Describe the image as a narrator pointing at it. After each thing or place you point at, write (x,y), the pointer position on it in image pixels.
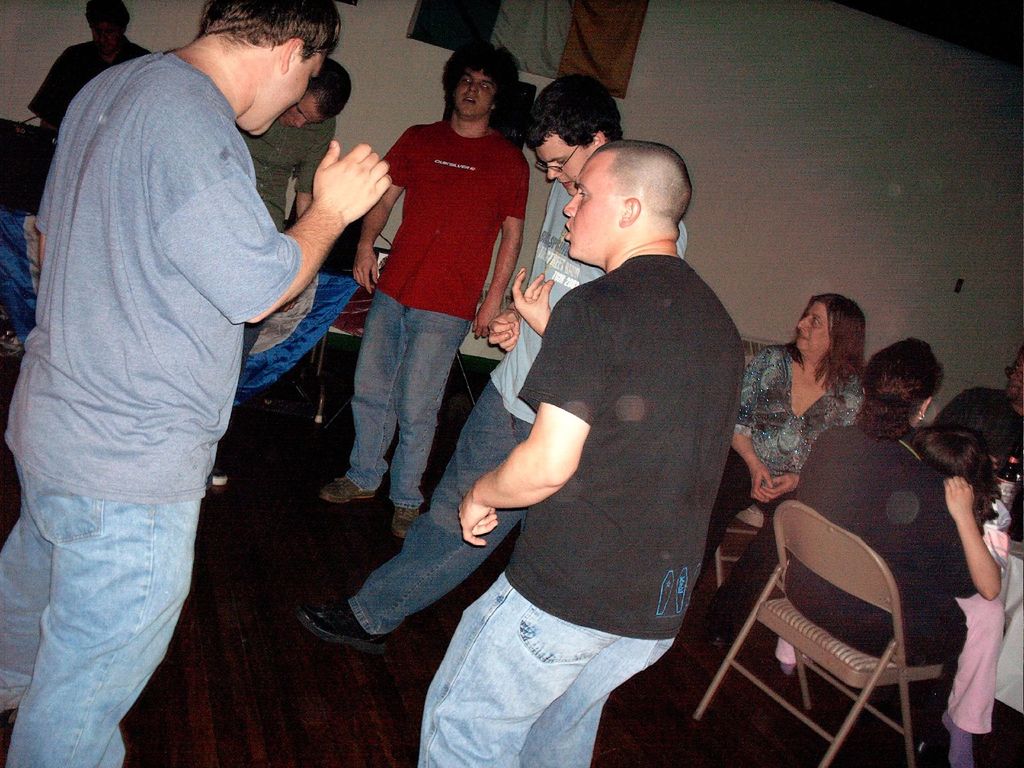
Here we can see some persons (500,277) are standing on the floor (328,561). There are two persons (807,465) sitting on the chair (897,646). In the background (985,379) there is a wall (706,98) and this is cloth (551,30).
